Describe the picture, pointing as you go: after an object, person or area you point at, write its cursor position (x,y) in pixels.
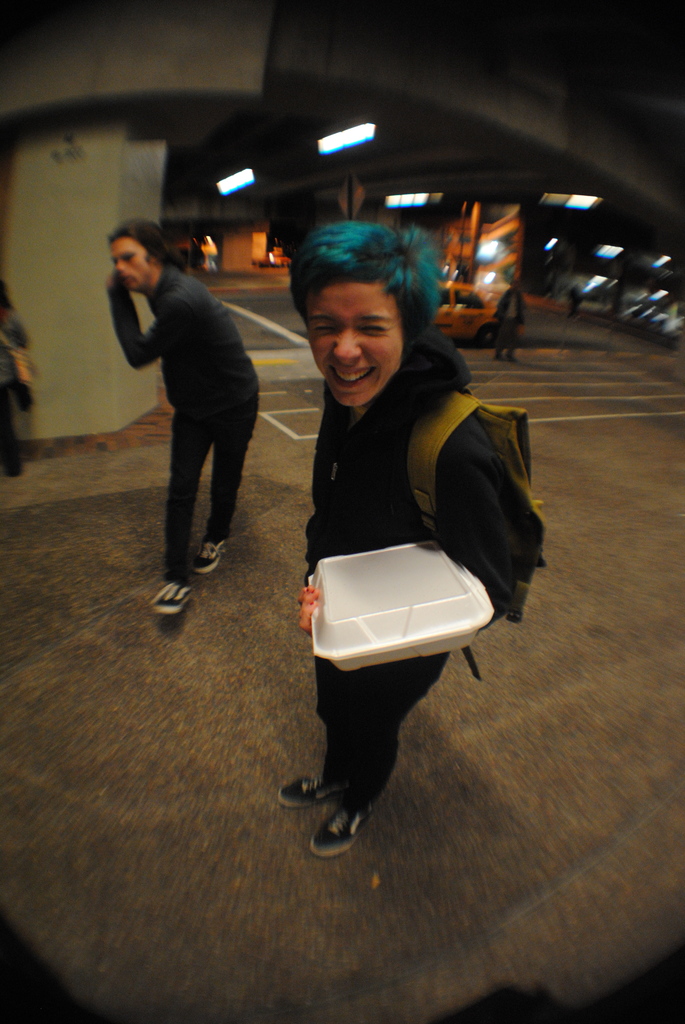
In this image we can see a few people (348,437) on the road (244,555), a person (403,531) is holding an object (455,594), in the background (463,299) there is a car (455,312) and lights (432,199) attached to the ceiling (216,150).
